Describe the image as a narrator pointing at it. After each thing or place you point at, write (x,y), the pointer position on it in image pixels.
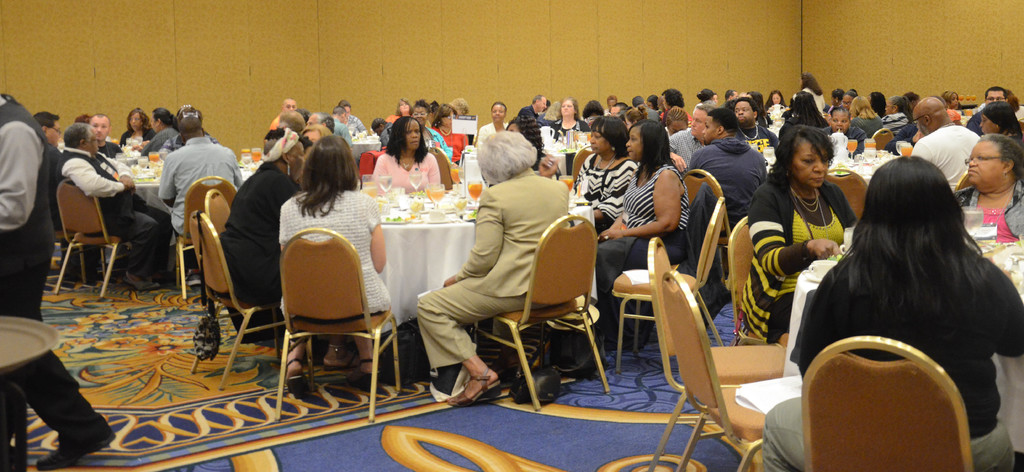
In this picture, there is a carpet (105,367) which is in yellow and blue color, there are some tables (410,306) which are covered by white clothes (432,249) and there are some people (611,264) sitting on the chairs (366,303) which are in yellow color. In the background (70,81) there is a yellow color wall (199,53).
